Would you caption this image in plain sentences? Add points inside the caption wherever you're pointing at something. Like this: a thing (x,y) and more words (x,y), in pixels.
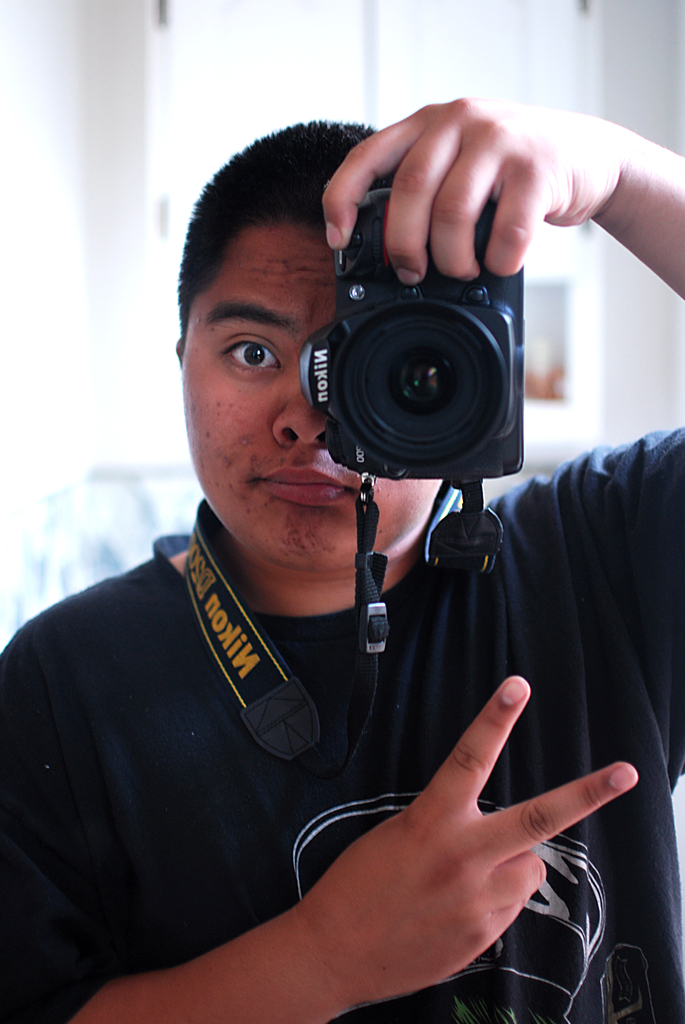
This is the man (180,819) standing. He wore black T-shirt (142,709) and holding camera (504,294) in his hand (414,183). At background (187,153) I think this is the cup board (305,83) which is white in color.
